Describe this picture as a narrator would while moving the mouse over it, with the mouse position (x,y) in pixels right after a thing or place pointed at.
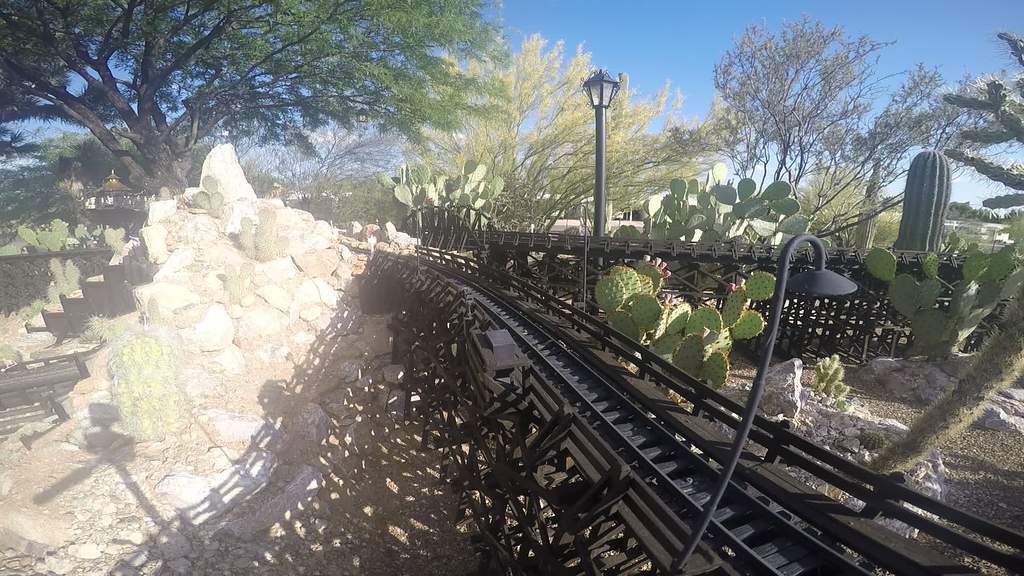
In this image at the bottom (763,423) there is some track (575,367), and in the center (530,273) also there is a track (686,246) might be a railway track (568,294). And on the right side (909,292) and left side (319,253) there are some plants (924,293), sand (372,479), rocks (300,468) and on the left side (38,323) there is a staircase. In the background (223,104) there are some houses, trees (642,114) and wall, light (597,112). At the top of the image (605,16) there is sky (875,62), and in the foreground (720,470) there is one light (760,377).
